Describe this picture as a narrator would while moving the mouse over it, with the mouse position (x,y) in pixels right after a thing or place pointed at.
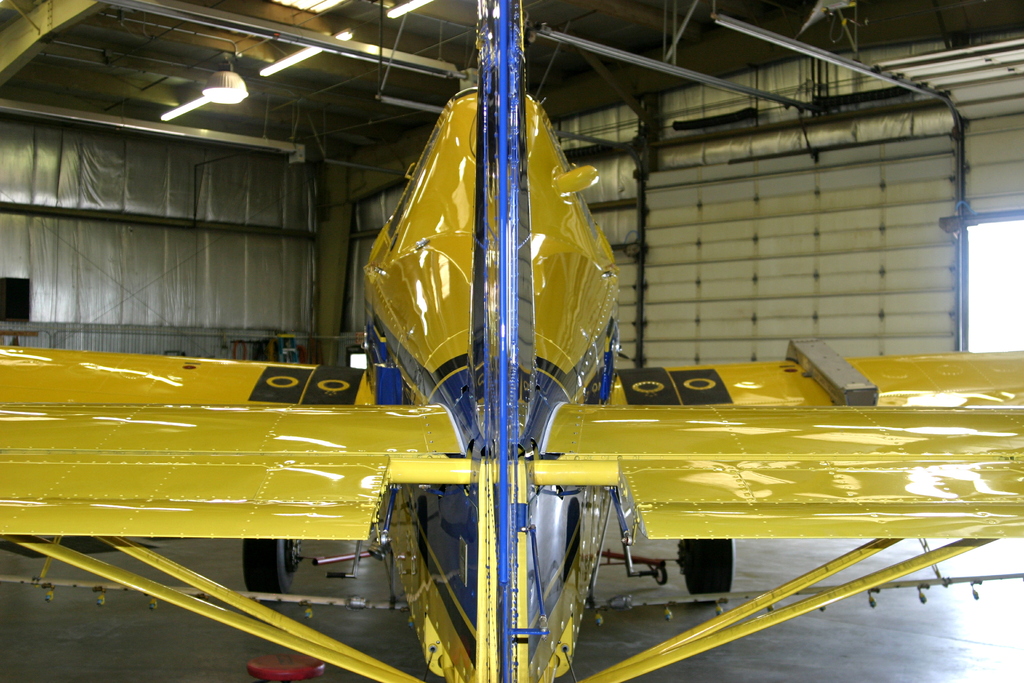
In this image we can see yellow-blue color aircraft (519,461) on the floor (688,662). In the background of the image (289,242), we can see metal walls (244,249). At the top of the image (221,94), lights (235,95) are attached to the roof (364,33).
